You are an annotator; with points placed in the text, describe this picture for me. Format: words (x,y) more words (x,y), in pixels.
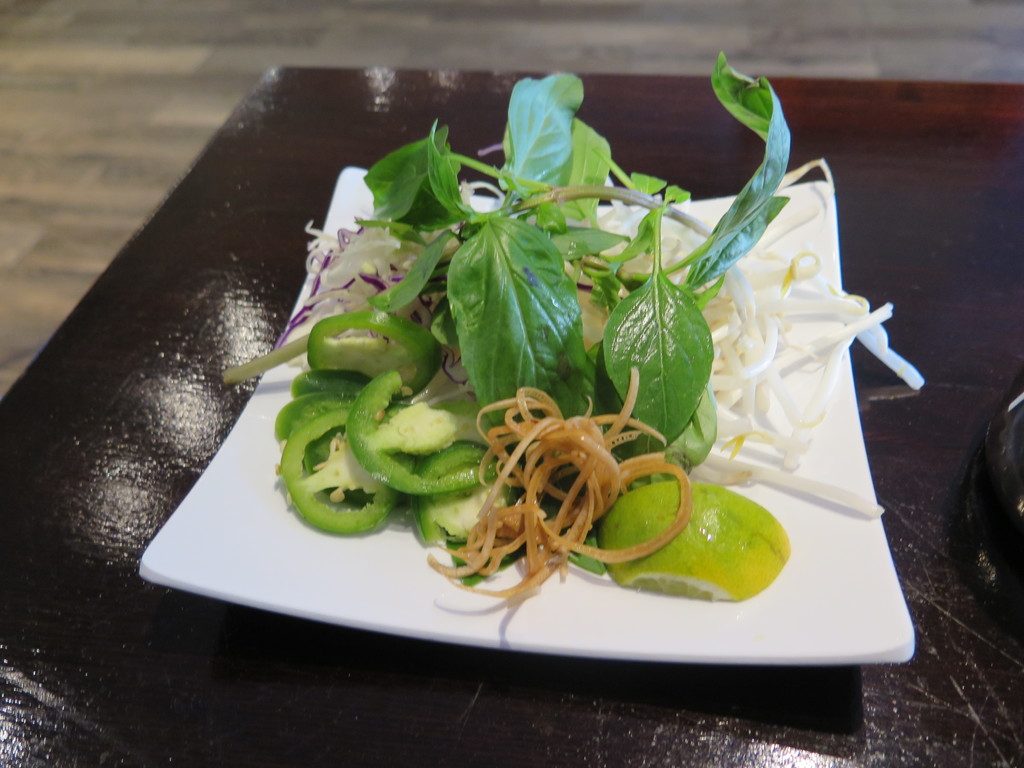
In the picture we can see a table (534,666) on it, we can see a white color square shaped plate (812,545) with some vegetable salads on it and behind the table (184,217) we can see a floor (34,121) with tiles (13,110).
